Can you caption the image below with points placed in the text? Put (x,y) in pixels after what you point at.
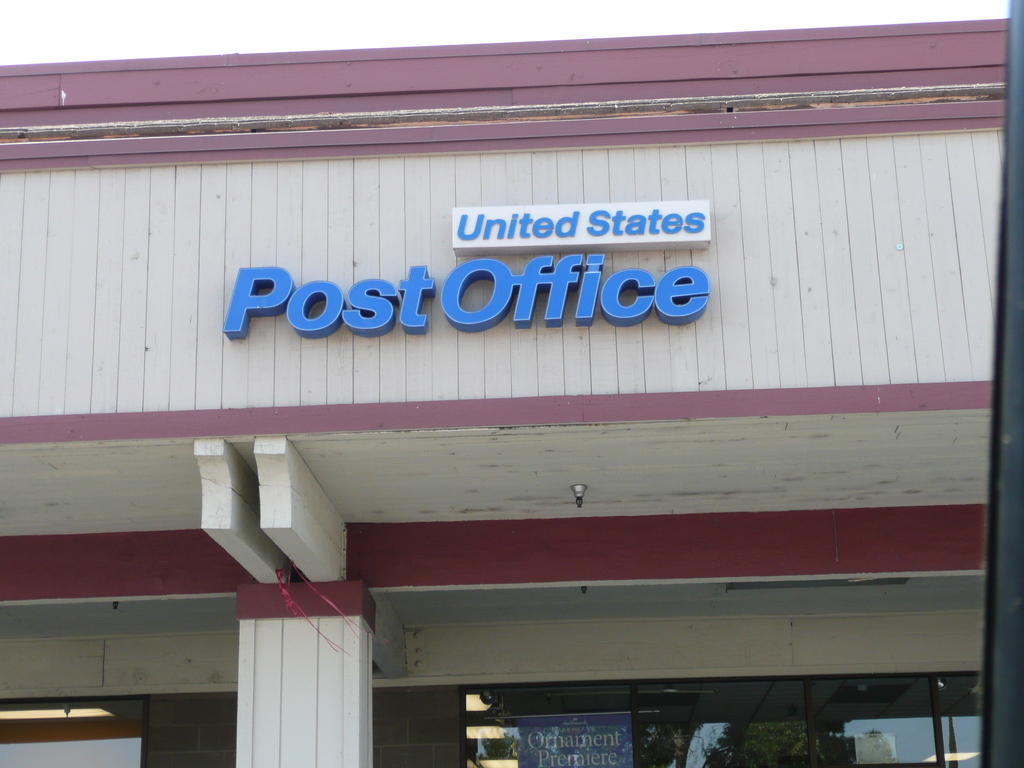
In this image, we can see a name board (641,271), roof (548,404), pillar (289,710) and light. At the bottom (596,762), we can see glass (683,739), banner (583,739), lights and white color here.
